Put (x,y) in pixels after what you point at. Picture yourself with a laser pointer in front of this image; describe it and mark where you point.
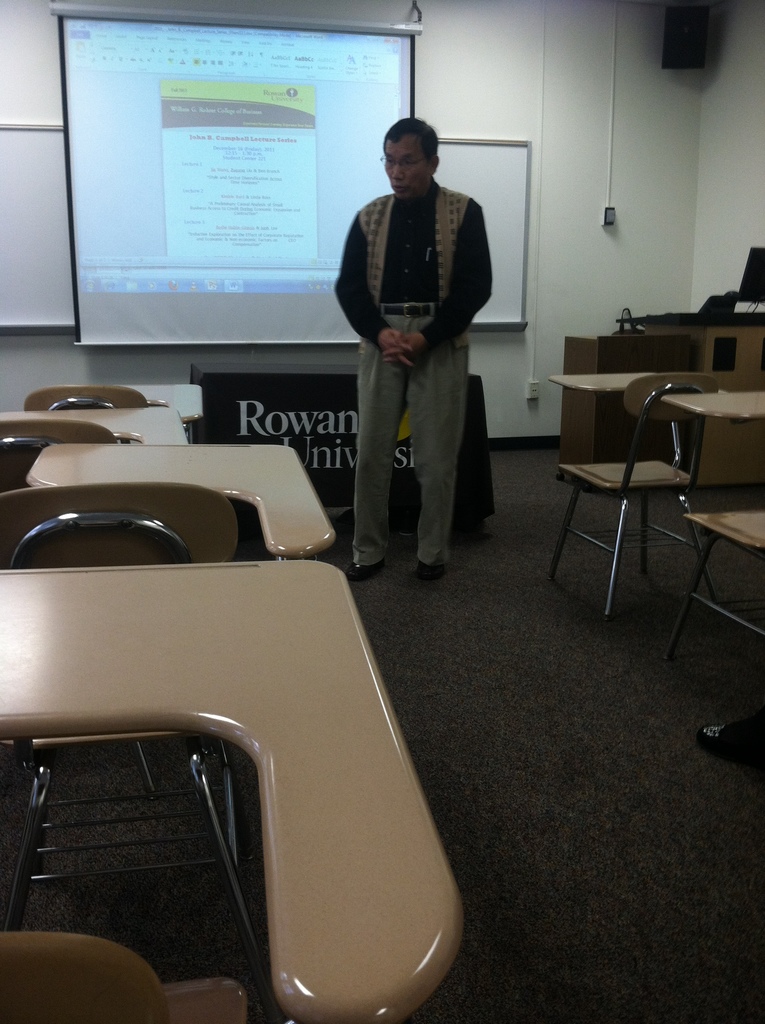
Backside of this screen (177,167) there is a whiteboard (29,175) on wall (32,108). This person (410,207) is standing. We can able to see chairs (100,501) and tables (79,465).
